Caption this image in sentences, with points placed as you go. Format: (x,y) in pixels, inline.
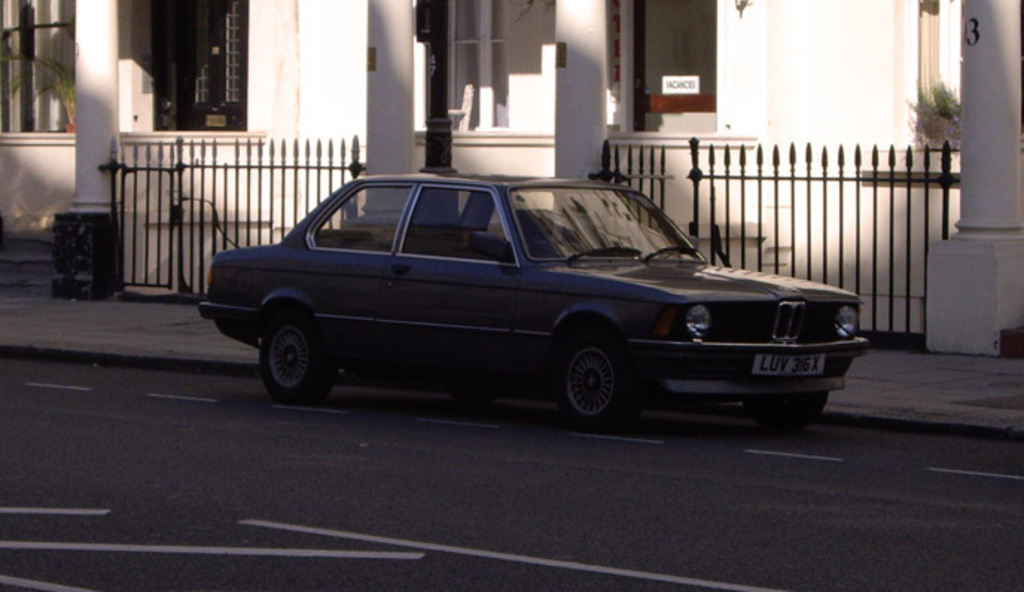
In this image there are buildings (537,65) truncated towards the top of the image (203,67), there are doors (671,55), there is text (669,82) on the door (653,75), there is the wall (830,51), there are pillars (603,87), there is a number (978,33) on the pillar (979,39), there is a plant (939,91), there is a fencing (944,176), there is a car (502,248) on the road (231,491), there is a pole (445,132) truncated towards the top of the image (430,55).
